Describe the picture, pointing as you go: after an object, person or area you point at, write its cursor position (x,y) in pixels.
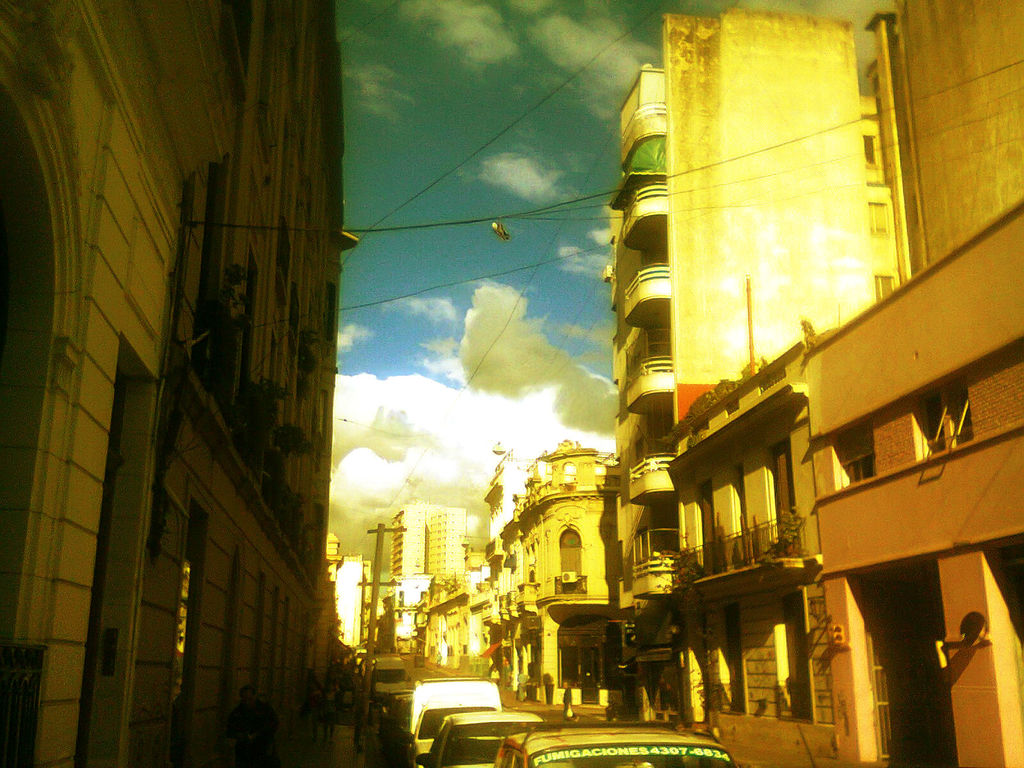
In this image, we can see buildings (711,389). There are vehicles (557,758) at the bottom of the image (447,721). There are clouds (569,29) in the sky (569,63).
